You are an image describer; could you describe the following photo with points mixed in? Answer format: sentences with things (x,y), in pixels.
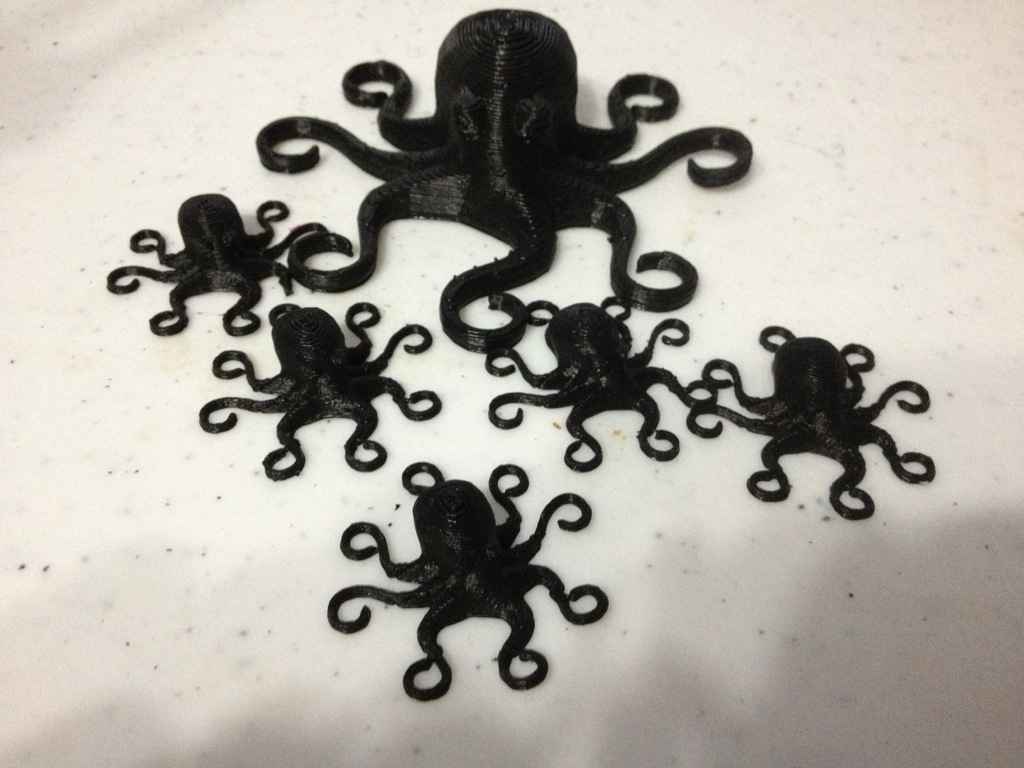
In this image there is a white thing (449,755). It might be a countertop (105,170). In the middle of the image (523,490) there are a few octopuses (559,334) made with plastic (470,115). Those are black in color.
